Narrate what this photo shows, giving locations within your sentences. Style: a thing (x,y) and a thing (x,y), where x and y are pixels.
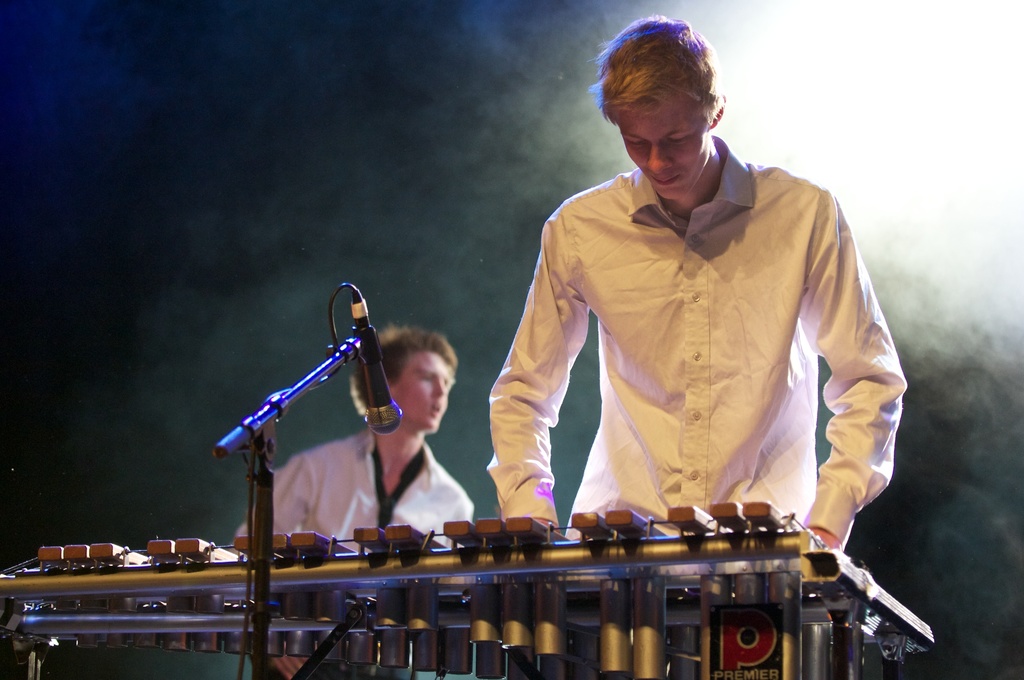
In front of the picture, we see a man (775,322) in the white shirt (760,297) is standing. In front of him, we see a musical instrument (514,575) and a microphone (376,422). I think he is playing the musical instrument (608,624). Behind him, we see a man (418,431) is wearing a white shirt (417,494). In the background (328,276), it is black in color. This picture might be clicked in a musical concert.
